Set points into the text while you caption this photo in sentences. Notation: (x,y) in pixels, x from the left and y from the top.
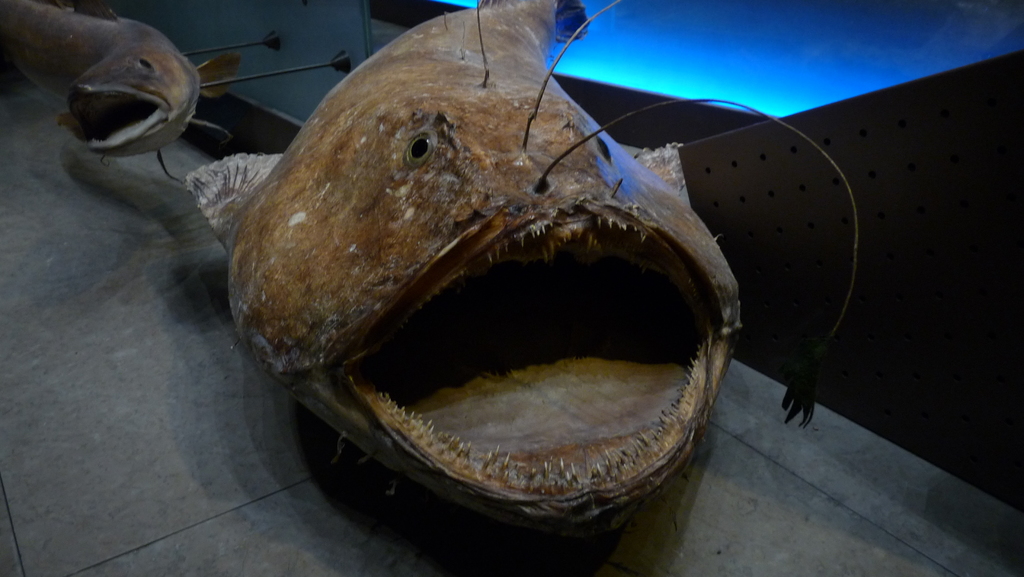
There is a fish (393,271). In the back (129,92) there is a fish (119,92) mounted on a wall (333,53) with small rods (243,46).
